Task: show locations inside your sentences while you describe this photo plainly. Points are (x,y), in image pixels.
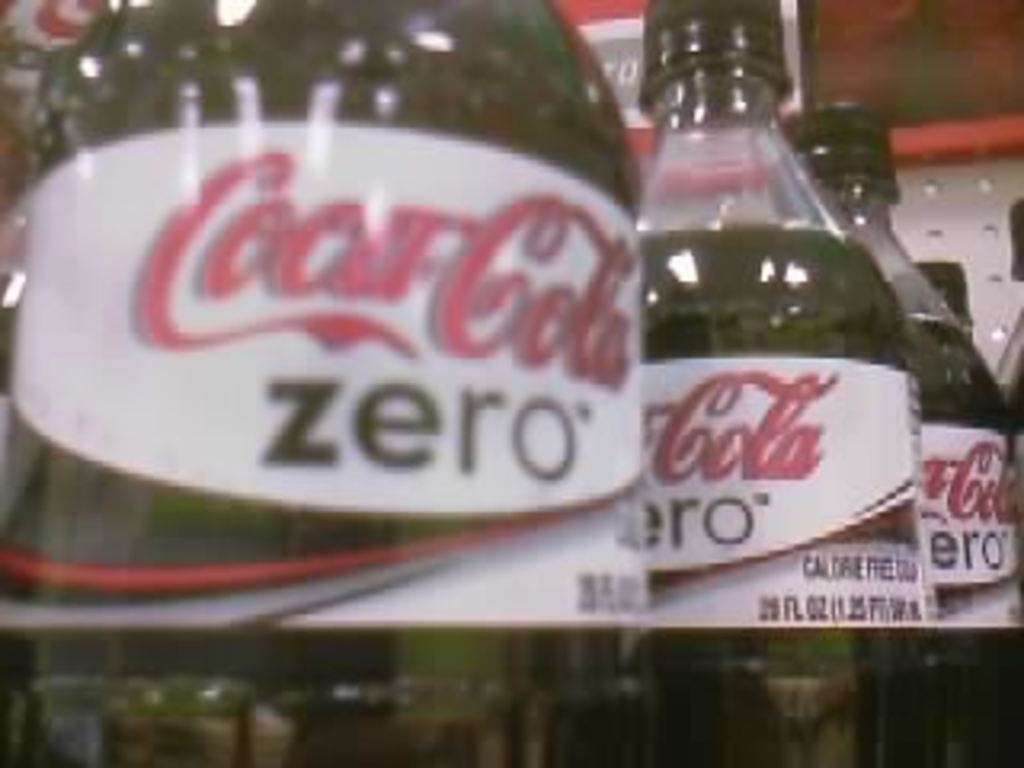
There are group of bottles (548,239) written coca-cola zero on it.
